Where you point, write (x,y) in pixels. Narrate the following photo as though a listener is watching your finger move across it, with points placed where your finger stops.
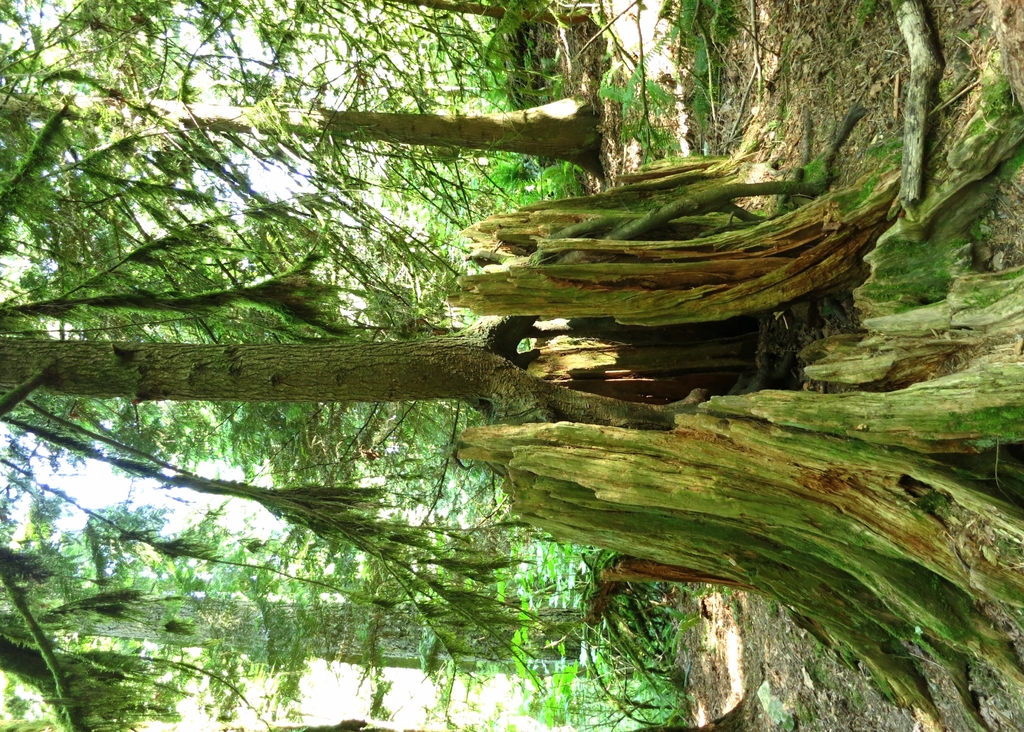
In this image I can see number of trees (298,301).
